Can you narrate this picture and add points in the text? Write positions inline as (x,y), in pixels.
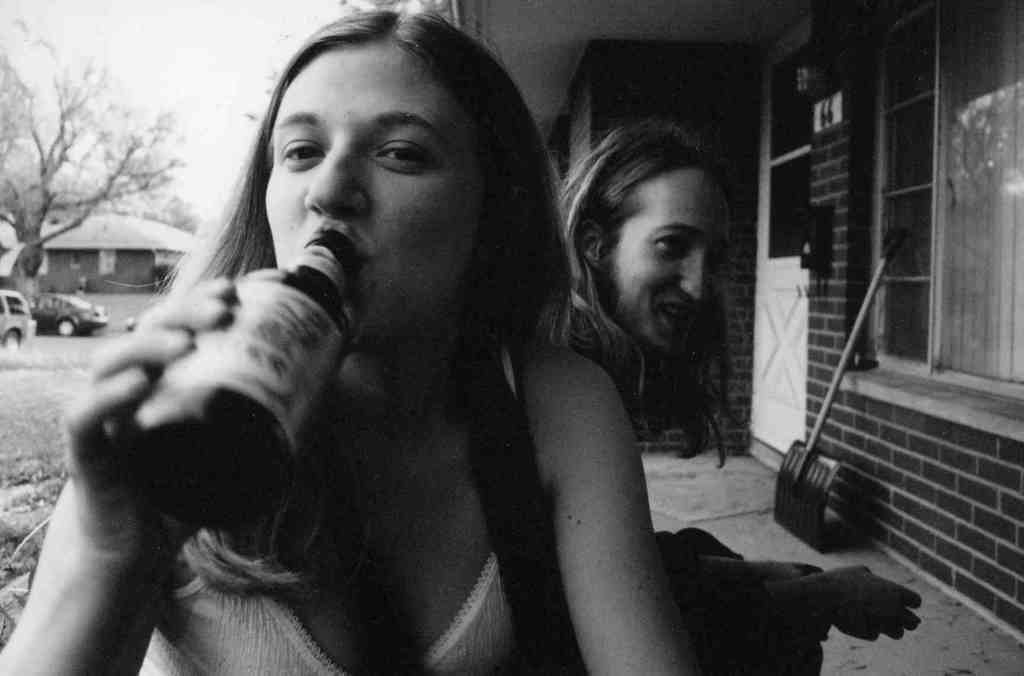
This image consists of two girls (249,622). In the front (219,615), the girl (219,615) is holding a bottle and drinking. On the right (980,393), we can see a wall (838,301) along with a window (945,60) and a door (785,396). At the bottom (939,640), there is a floor (984,666). On the left (5,331), we can see two vehicles (18,335) parked on the ground (33,393). And there is a tree (16,263) along with a hut (109,270). At the top (172,45), there is sky (206,40).
